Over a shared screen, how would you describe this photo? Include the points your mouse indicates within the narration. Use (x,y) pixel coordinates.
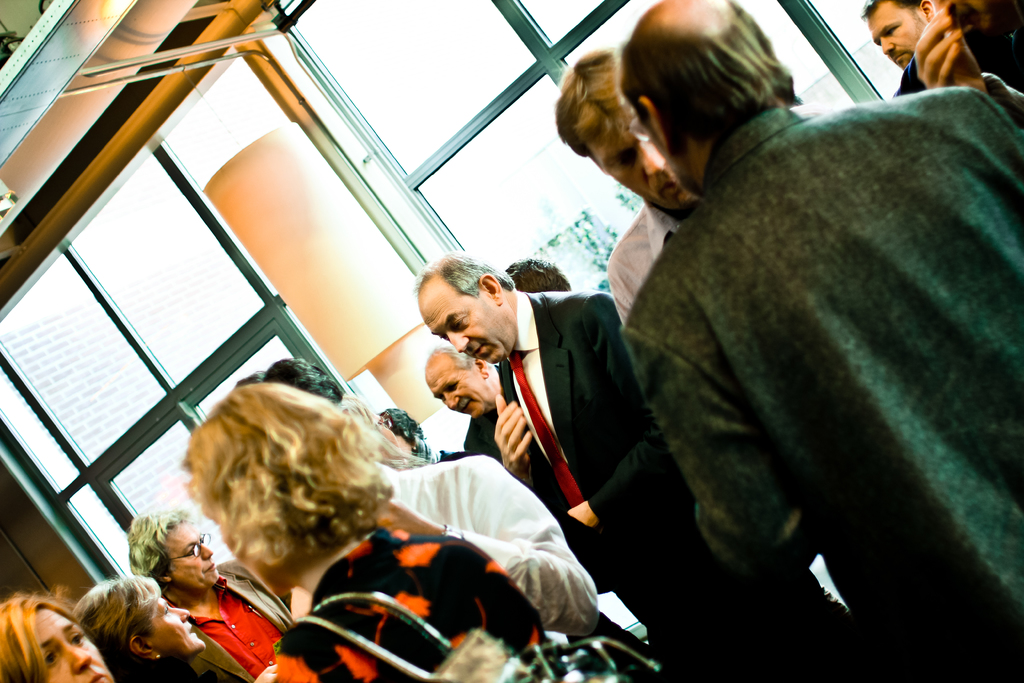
In this picture I can see people (543,453) standing. I can see glass windows (233,275) in the background (453,157).
